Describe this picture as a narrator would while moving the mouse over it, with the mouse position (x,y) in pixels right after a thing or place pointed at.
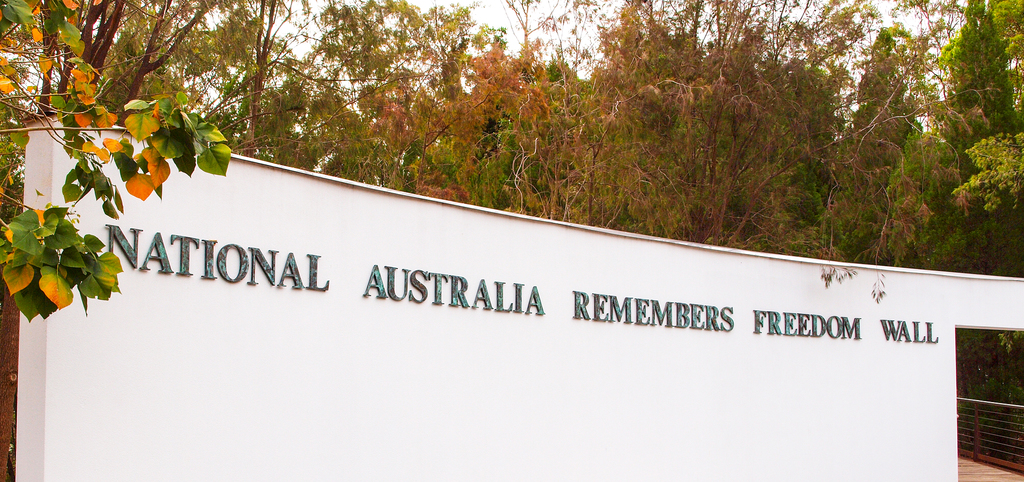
In the picture we can see a wall (595,364) with a name National Australia Remembers Freedom Wall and beside it, we can see a part of the railing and in the background (338,106) we can see the trees (38,60) and a part of the sky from it.
